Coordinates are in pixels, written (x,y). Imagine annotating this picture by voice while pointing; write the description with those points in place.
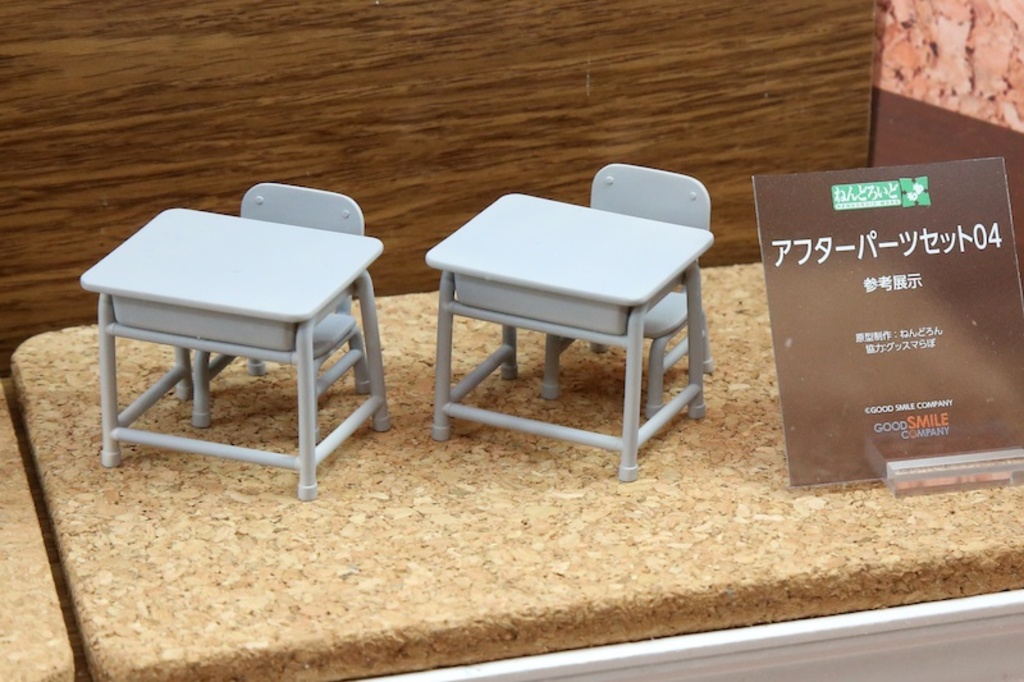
This picture looks like couple of miniature tables (202,335) and chairs (339,218) on the wood (359,525) and I can see a board (885,346) with some text (865,339) and I can see wooden background (381,153).
